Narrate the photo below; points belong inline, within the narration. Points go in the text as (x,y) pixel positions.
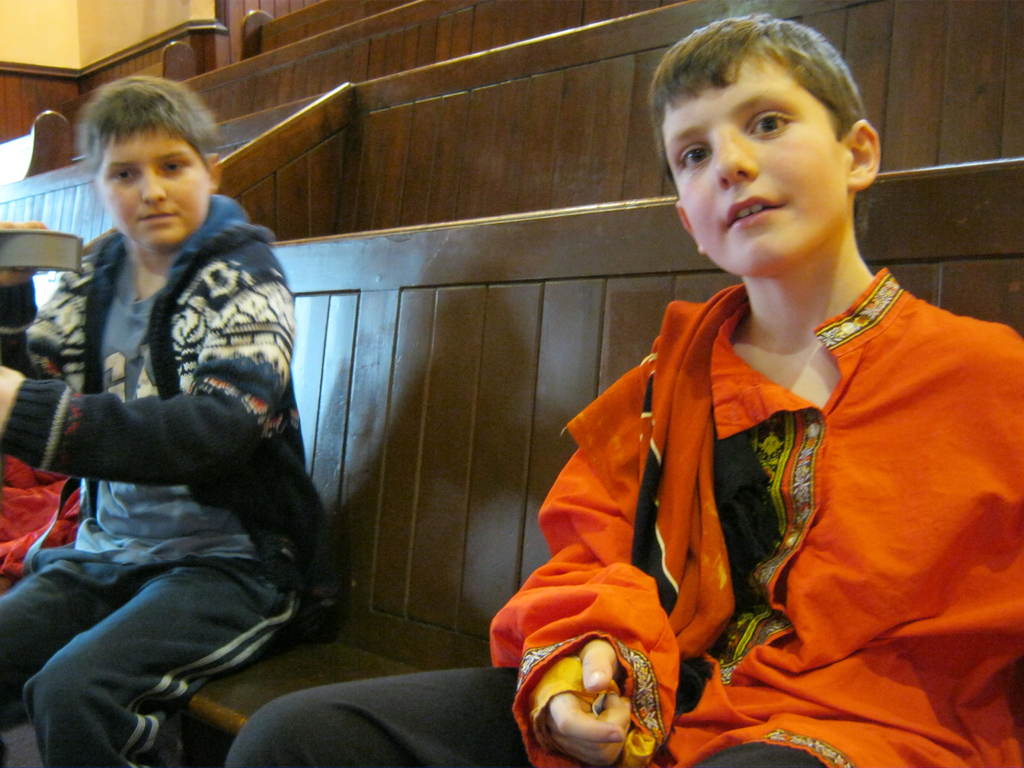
In this image there are two boys (240,532) sitting on a bench (312,659), one of them (215,479) is holding an object (51,245). In the background (308,121) there are few more benches (584,47).
